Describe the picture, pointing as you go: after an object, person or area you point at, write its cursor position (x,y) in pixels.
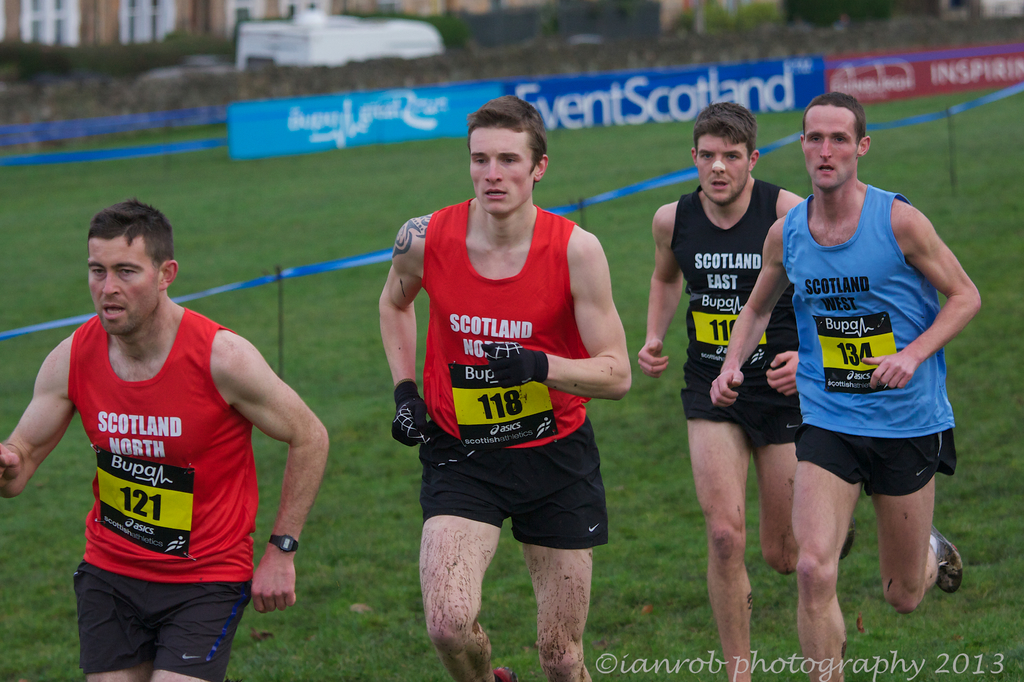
In this picture we can see some persons (710,327) are running on the grass (349,359), beside there are some banners (838,72) and buildings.
